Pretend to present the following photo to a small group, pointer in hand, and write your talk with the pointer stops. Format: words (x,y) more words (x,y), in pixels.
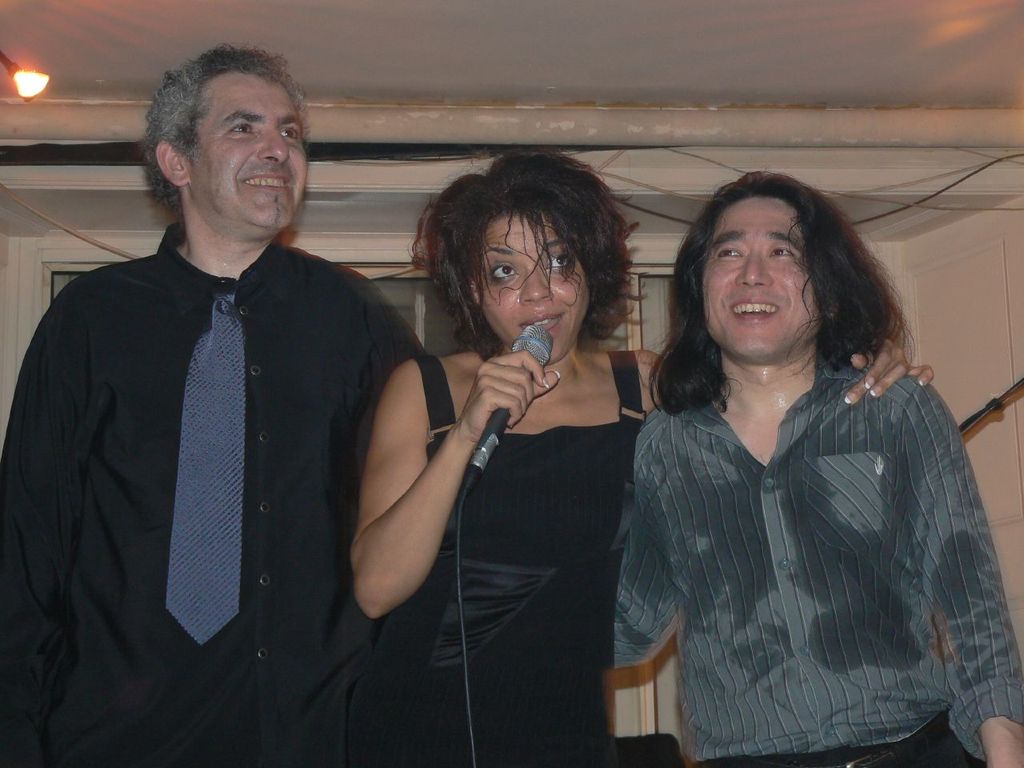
In this image we can see a woman (505,450) is standing and holding a mic (486,449) in her hand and there are two other men (311,406). In the background (354,241) we can see a light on the left side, wall (306,216), doors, cables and a pole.
